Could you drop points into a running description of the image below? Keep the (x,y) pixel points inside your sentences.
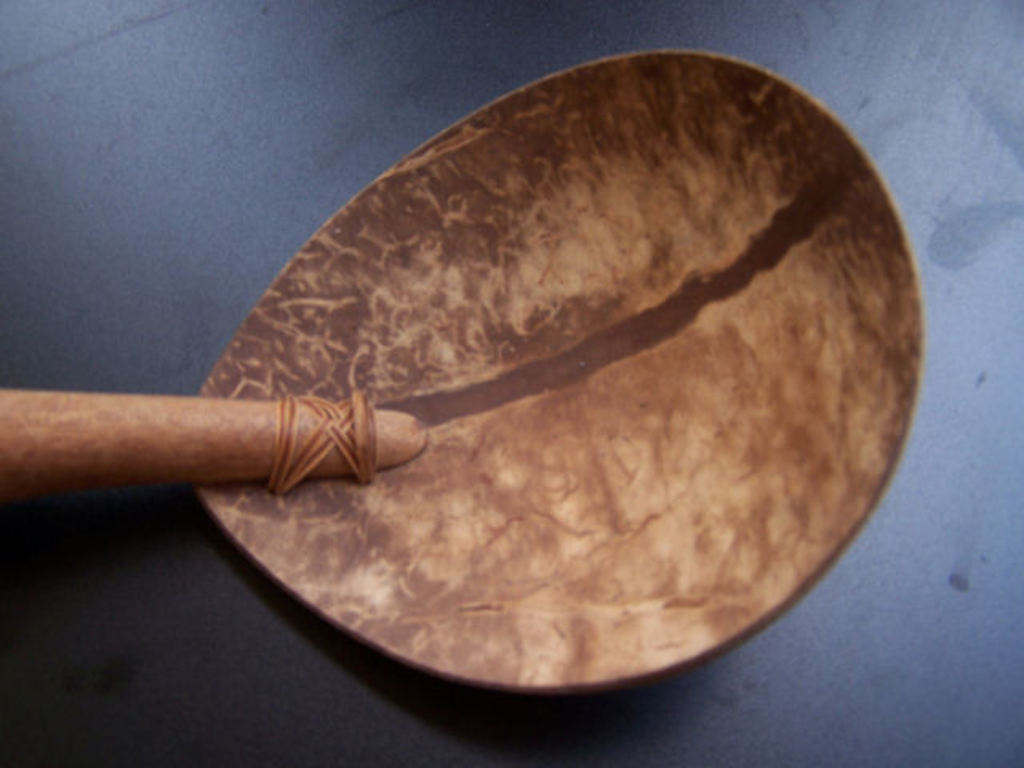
In this image at front (753,600) we can see wooden artifact (467,313) on the floor (296,126).
